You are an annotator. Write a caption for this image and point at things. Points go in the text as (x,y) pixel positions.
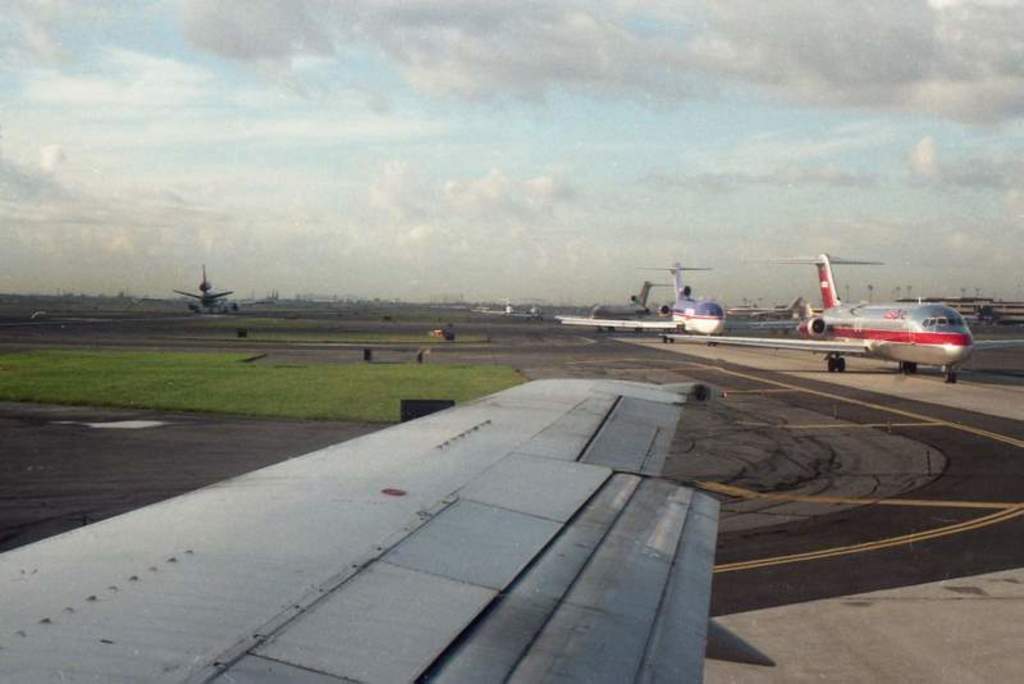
In the image there are few airplanes (377,674) and in between the land (359,342) there is a grass surface (291,376) and in the background (201,310) there is a plane (215,297) taking off from the land (186,323).
